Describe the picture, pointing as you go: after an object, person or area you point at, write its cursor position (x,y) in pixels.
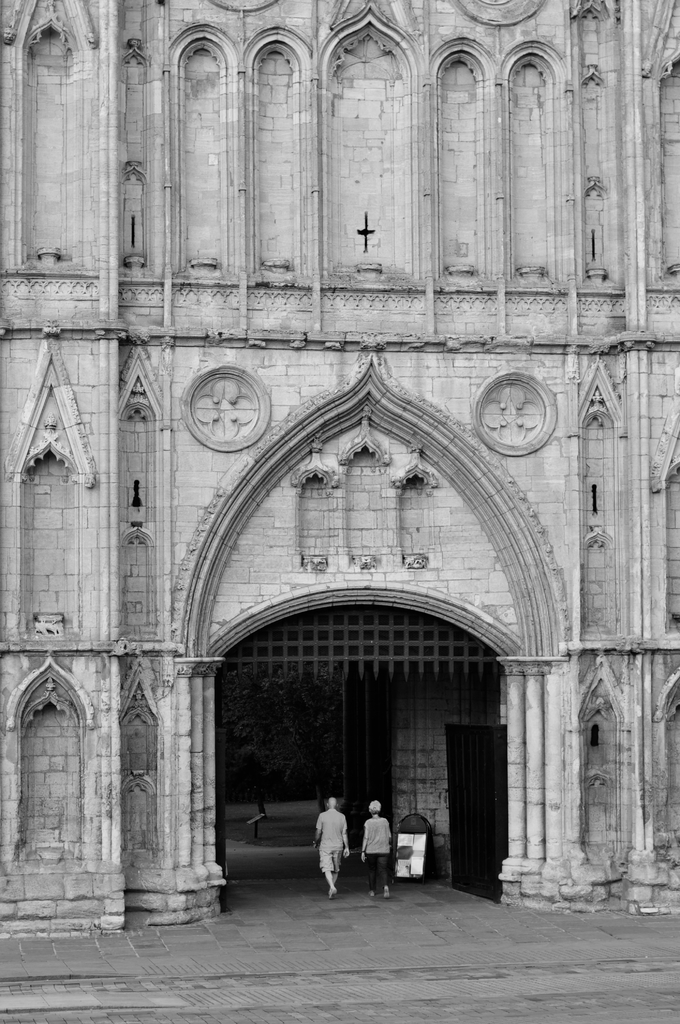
This is a black and white image. At the bottom of the image (334,863) we can see persons (382,822) at the entrance (265,764). In the background (237,301) there is building (301,375).
